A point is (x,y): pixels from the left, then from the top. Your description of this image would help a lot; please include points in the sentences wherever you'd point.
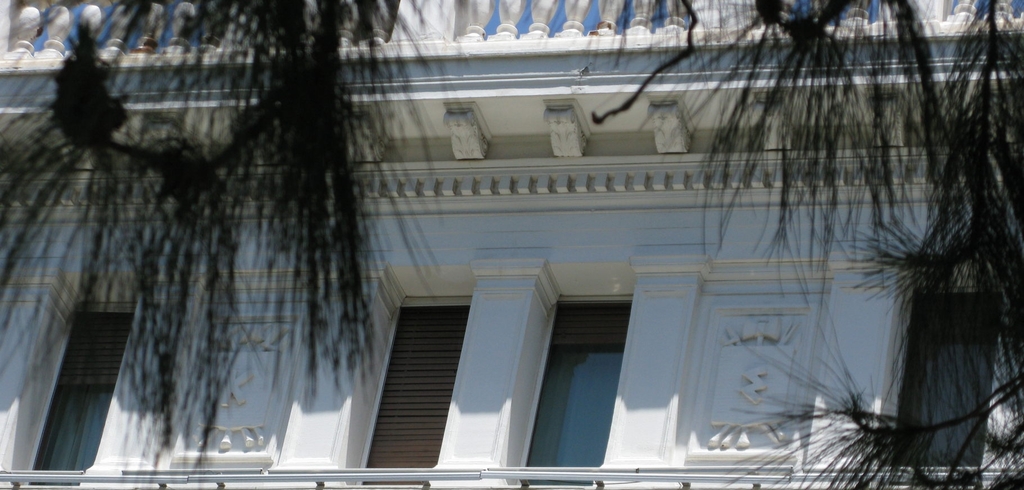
In this picture we can see a few plants (92,147) on top of the picture (90,126). There are some glass objects (576,464), wooden objects (432,326), pillars (41,359), carvings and other objects (11,59) are visible on a building (465,190).
